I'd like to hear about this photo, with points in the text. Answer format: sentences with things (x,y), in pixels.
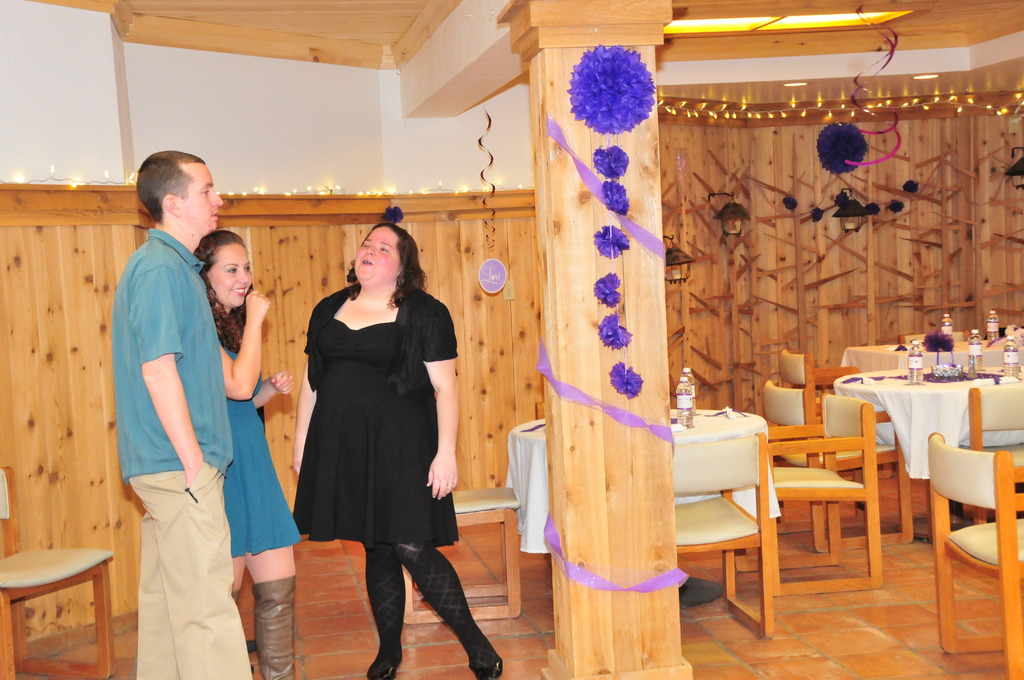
In this room (65,249) there are 2 women (358,396) and a man (134,436) on the left (151,495). We can also see water bottles (1011,368), flower vase (933,345) on the tables (893,419) and there are chairs (758,470), decorated lights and wall (480,166) also.
